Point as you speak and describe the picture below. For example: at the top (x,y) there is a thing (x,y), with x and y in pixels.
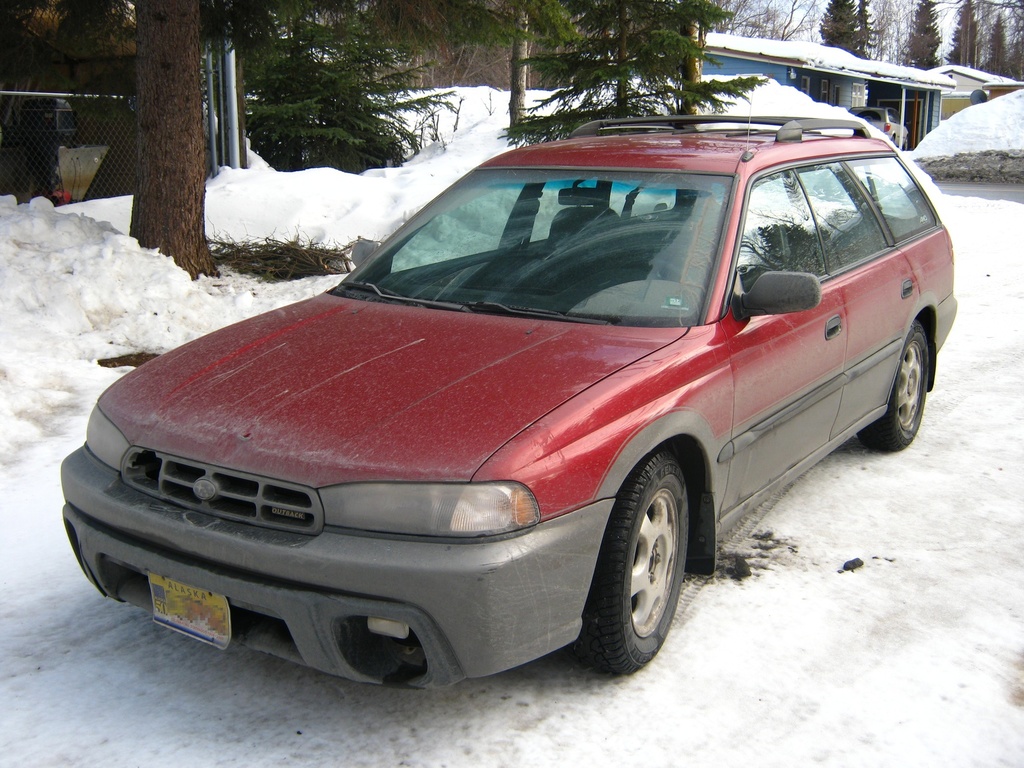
In the foreground of the picture (597,277) we can see a car (345,446) and snow (56,342). Towards left (299,101) there are trees (370,151), snow (440,148) and fencing (101,111). Towards right (766,43) there are trees (852,47), building (877,104), car (879,126), snow (949,151), road (969,186) and sky (900,23).
